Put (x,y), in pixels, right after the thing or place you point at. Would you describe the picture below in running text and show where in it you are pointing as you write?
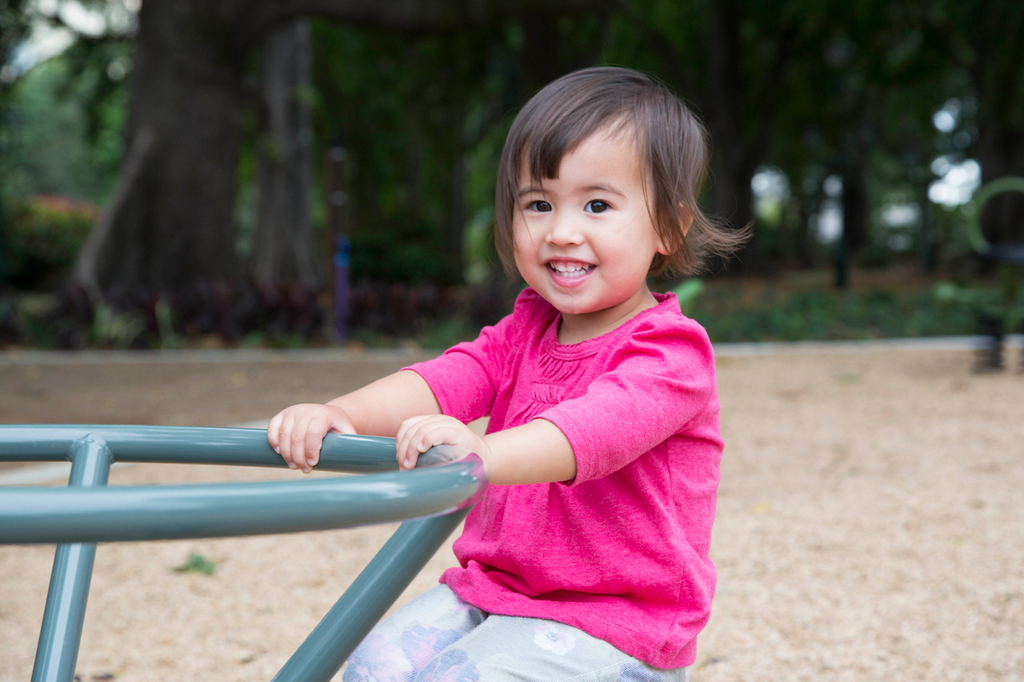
In this image we can see a kid (611,326) smiling and sitting and also holding an object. In the background (840,350) we can see the land (938,461) and also the trees (919,45).
